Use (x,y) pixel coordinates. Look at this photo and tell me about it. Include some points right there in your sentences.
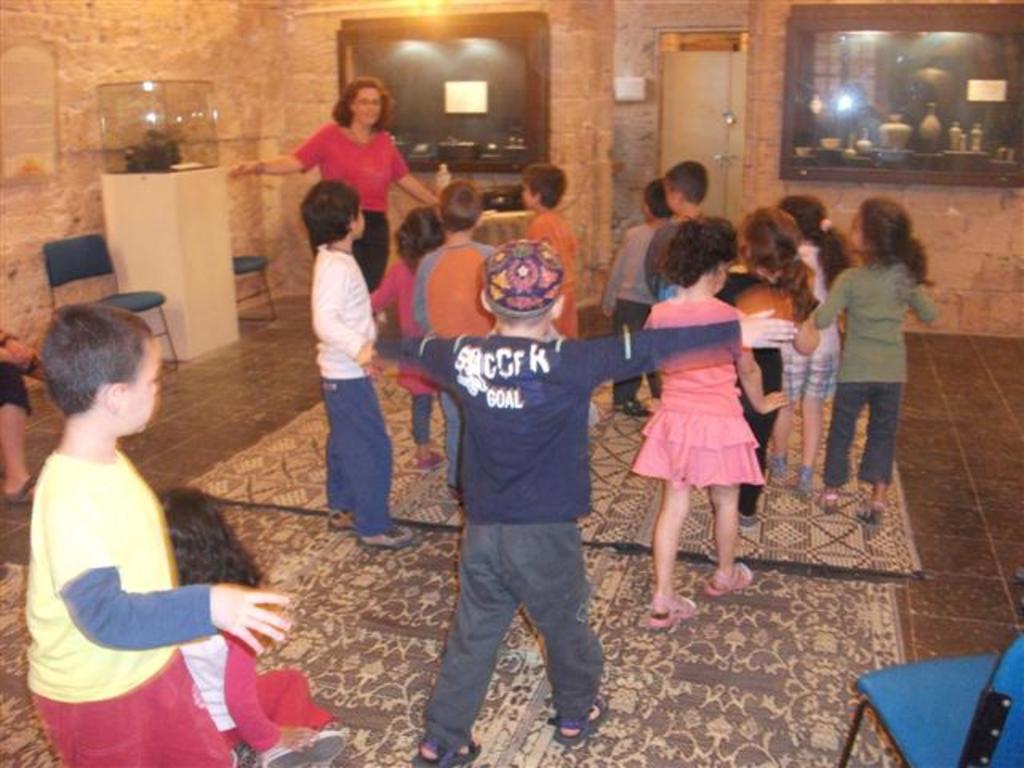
In this picture I can see there are few kids (615,396) standing on the carpet (457,508) and there are two empty chairs (61,272) at left side (80,267), there is a person (26,355) sitting to the left (6,354). There is an empty chair (1004,701) at the right side (993,687) bottom corner and there are few objects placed in a showcase (442,29). There is a door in the backdrop (743,105).
